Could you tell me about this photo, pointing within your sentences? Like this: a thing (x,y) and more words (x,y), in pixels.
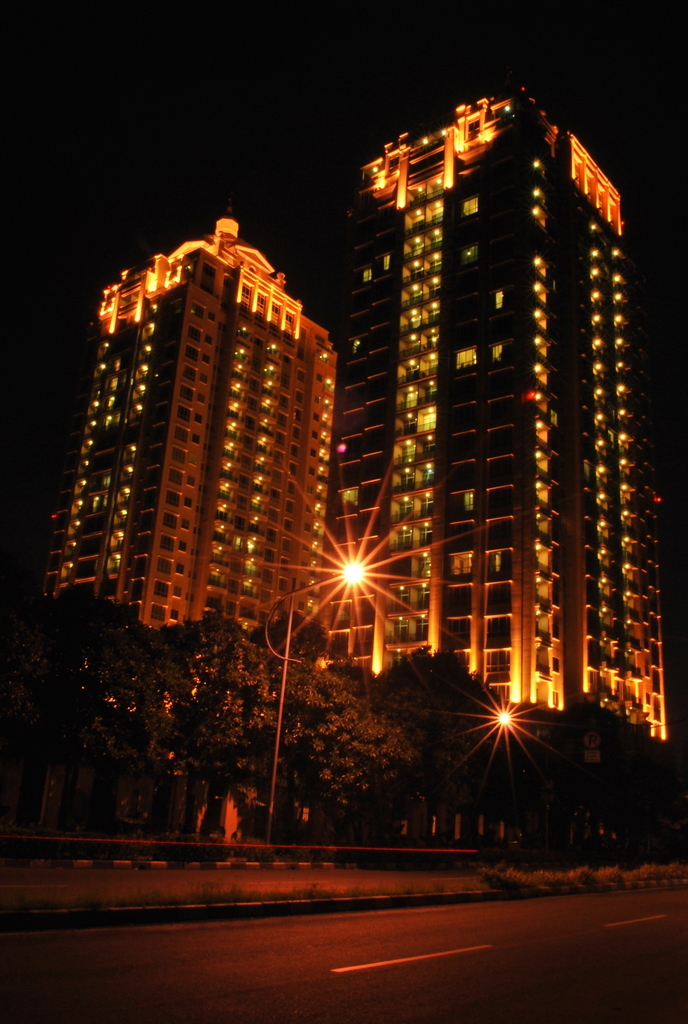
In the center of the image (359,455) we can see buildings (363,398), lights (366,577), pole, trees (387,680) are there. At the bottom of the image (401,923) road (406,917) is there. At the top of the image (348,110) sky (382,122) is there.
